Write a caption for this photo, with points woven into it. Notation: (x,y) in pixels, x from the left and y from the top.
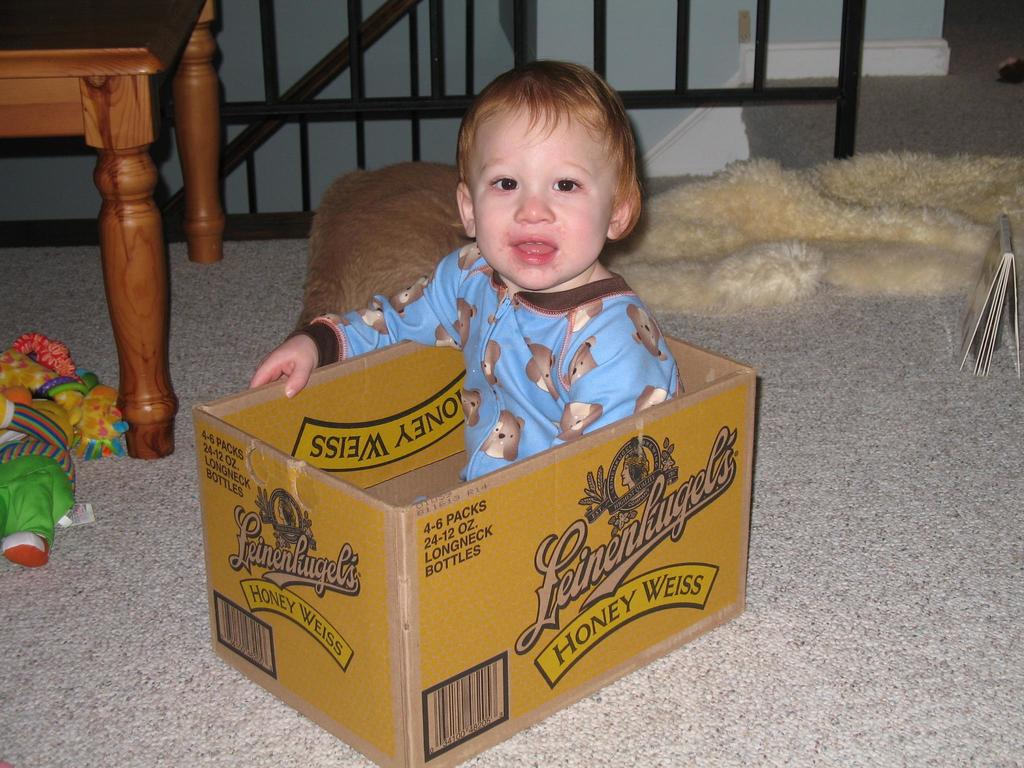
In this image there is a person (568,370) sitting inside the cardboard box (295,636) and at the left (117,105) there is a table (127,53) and at the bottom (32,516) there is a toy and there is a book (1008,284) and at the back (760,37) there is a railing (605,47).
